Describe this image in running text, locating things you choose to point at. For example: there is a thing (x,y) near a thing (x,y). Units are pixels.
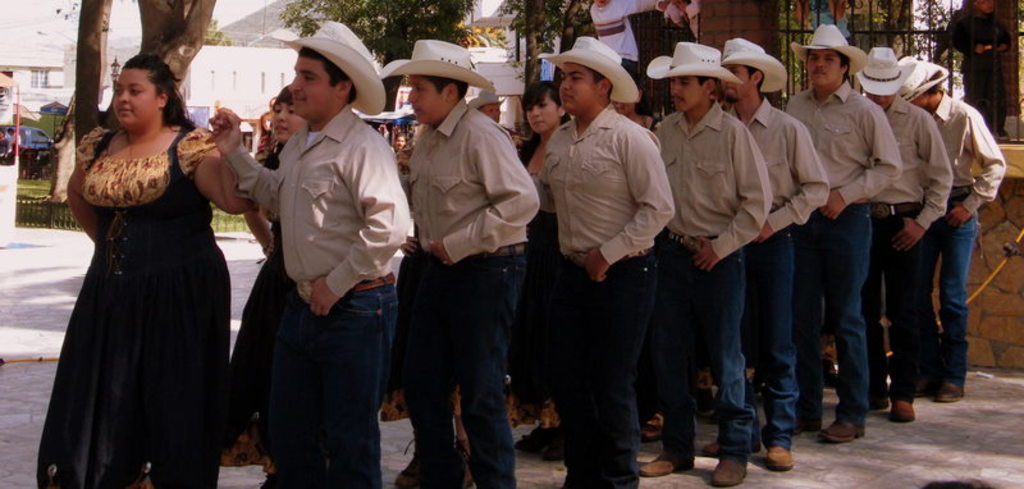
In this image there are a group of people (501,202) who are wearing hats (916,73), and it seems that they are dancing. And in the background (46,95) there are some trees (87,42), poles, wires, buildings (260,60), vehicles (36,133) and some people (969,17), railing (914,30), wall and at the bottom (19,365) there is a walkway (28,377).
